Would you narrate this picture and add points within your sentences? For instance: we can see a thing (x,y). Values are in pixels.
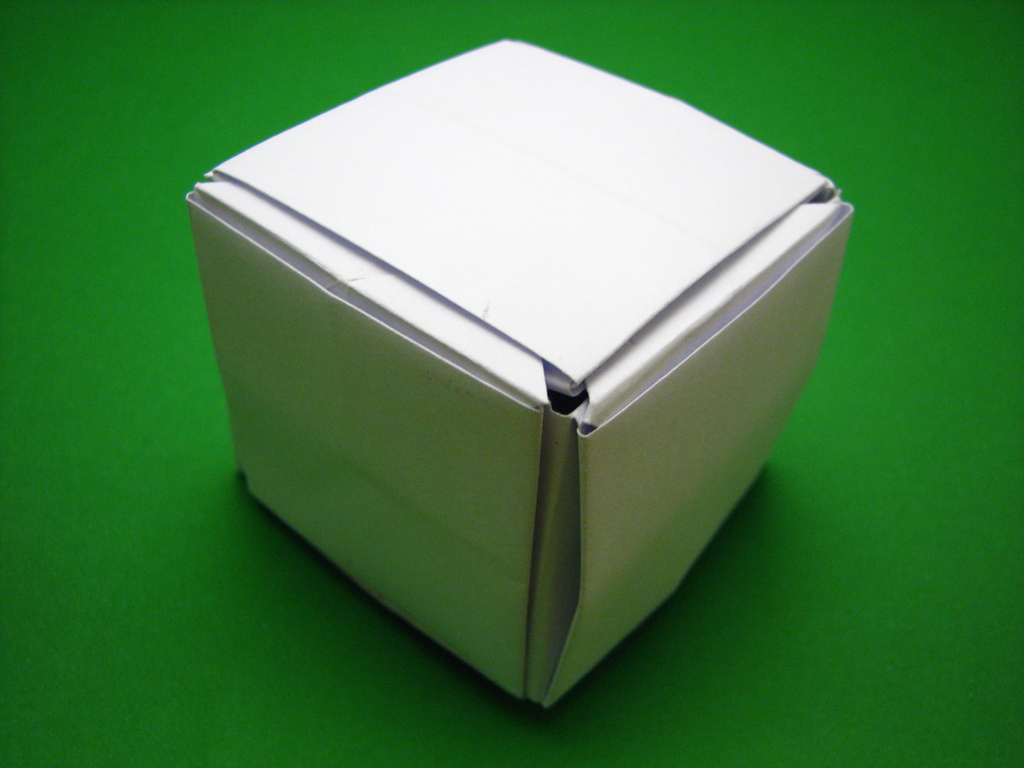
In the picture I can see a white color box (405,407) on a green color surface (217,429).
